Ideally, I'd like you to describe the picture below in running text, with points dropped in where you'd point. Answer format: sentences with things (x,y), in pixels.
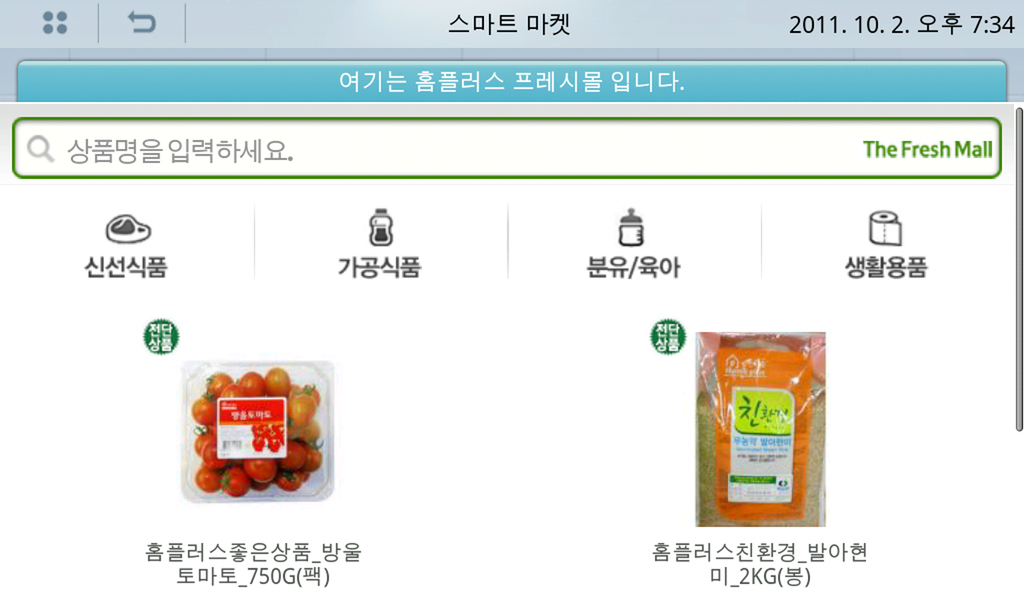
In this image we can see a screenshot of a website (759,311).
